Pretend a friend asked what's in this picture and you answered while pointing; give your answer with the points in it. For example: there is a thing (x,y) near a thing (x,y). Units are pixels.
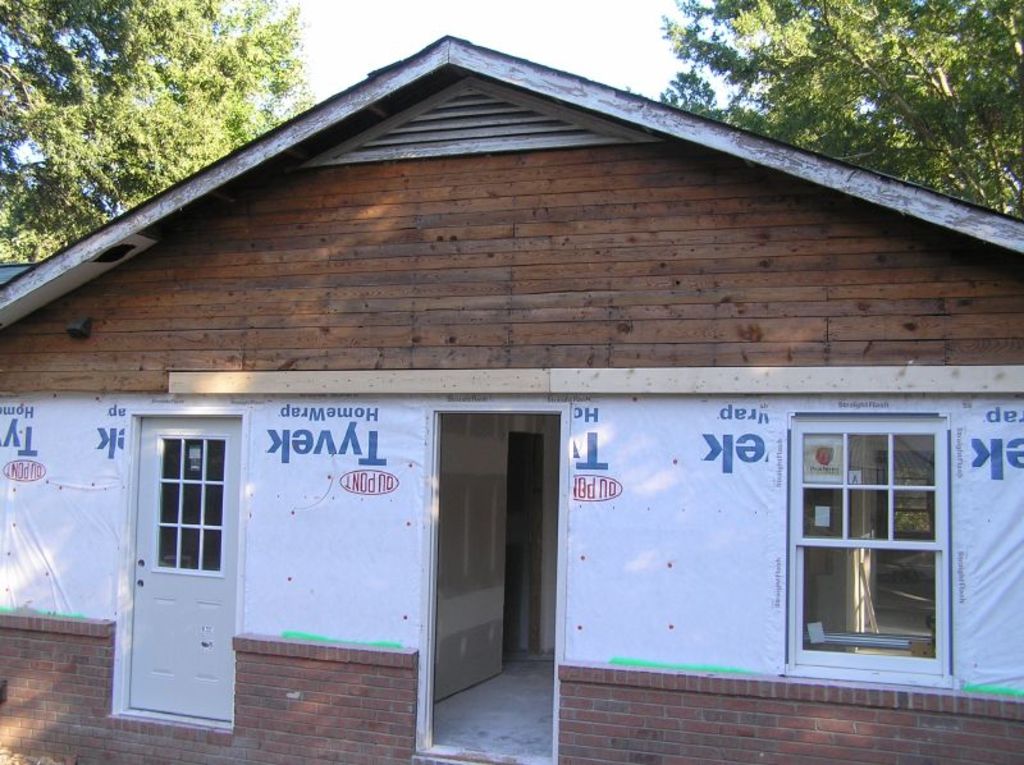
In this image I can see a wooden house (496,498) with doors (551,508) and windows (863,526). There are trees (65,172) on either side of this image, at the top (555,49) it is the sky (503,49).
